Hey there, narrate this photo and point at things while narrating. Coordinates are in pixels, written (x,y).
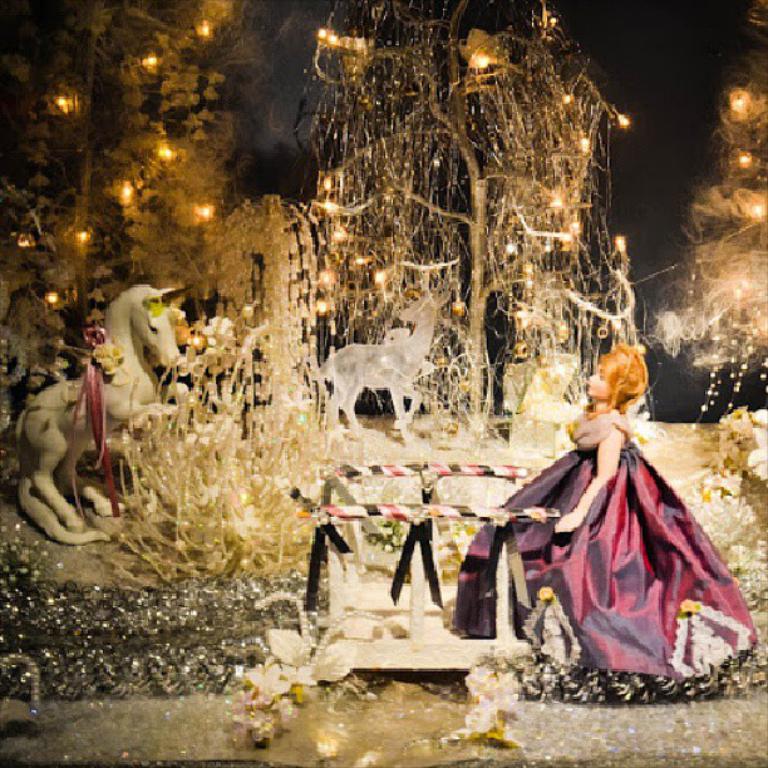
In this image I can see a doll (605,523) wearing maroon color dress (558,505), in front (54,421) I can see a horse (63,428) in white color. Background (718,347) I can see trees (158,193) and few lights (626,245).
